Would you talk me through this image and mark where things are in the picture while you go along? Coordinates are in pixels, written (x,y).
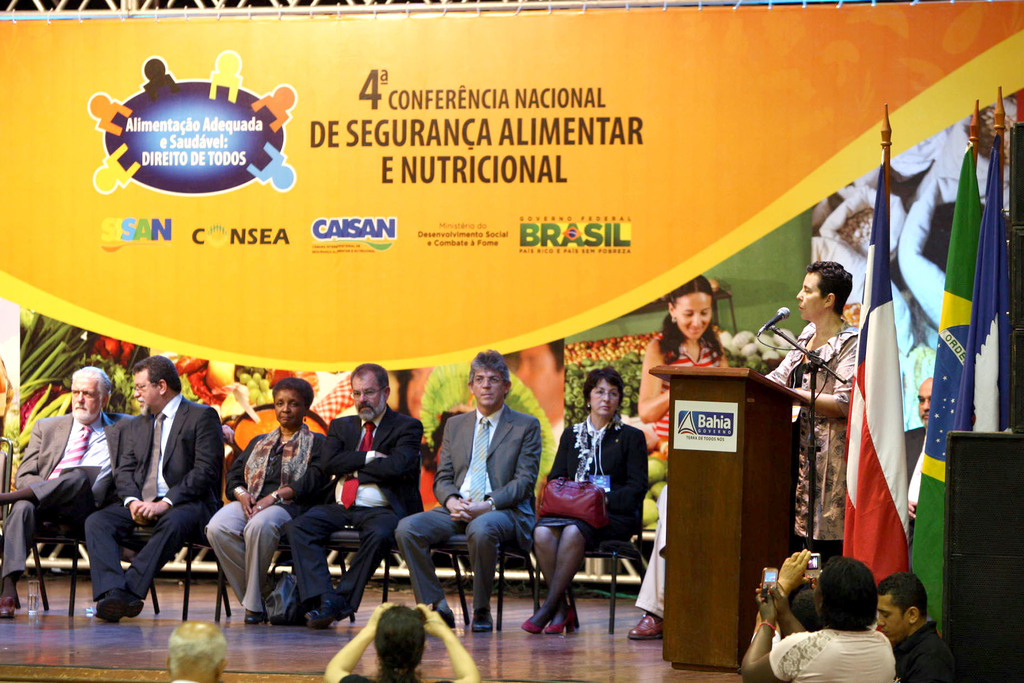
This picture describes about group of people (461,466), few are seated and few are standing, in the right side of the given image we can see few flags (961,366) and a speaker (959,583), in this we can find a person (824,396) is speaking in front of the microphone (782,318), in the background (755,339) we can find metal rods (64,16) and a hoarding (382,225).
